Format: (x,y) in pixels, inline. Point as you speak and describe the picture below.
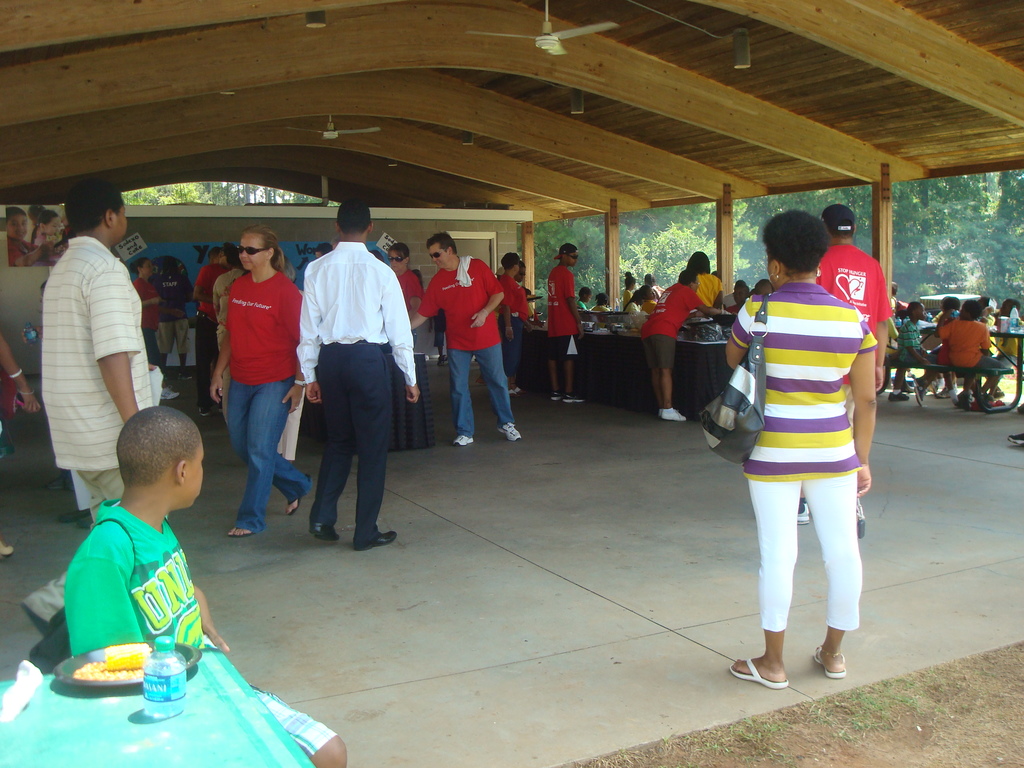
In this image there are people (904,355) standing on the floor (731,582). There are tables (647,381). On top of it there are a few objects (687,327). Beside the table (704,350) there are a few people (657,341). On the left side of the image (129,751) there is a table (197,714). On top of it there is a water bottle (164,649). There is a sweet corn (120,659) on the plate (189,665). Beside the table (122,694) there is a person (197,640) sitting. On the right side of the image (947,340) there are people (967,342) sitting on the bench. In front of them there is a table (1009,329). On top of it there is a water bottle (1018,319). In the background of the image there are posters (28,258) on the wall (482,224). There are trees (535,258).
